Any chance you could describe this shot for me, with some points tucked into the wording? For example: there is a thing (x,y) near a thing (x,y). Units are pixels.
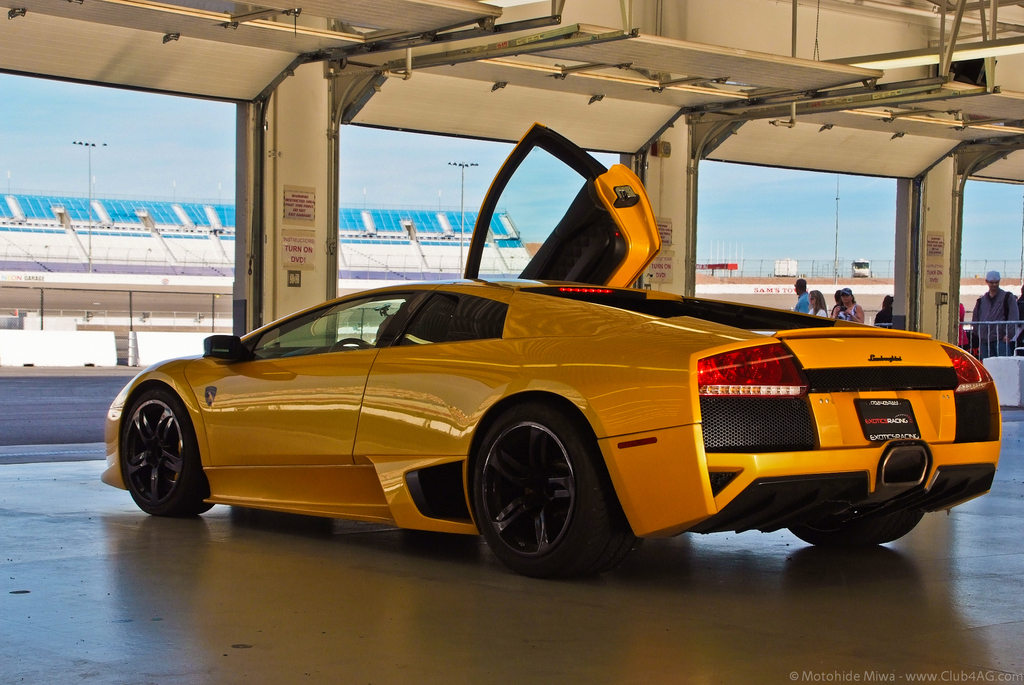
In this image a car (294,414) is on the floor (746,576). There are few pillars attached to the wall (832,32). Few persons (980,312) are behind the fence (964,341). Left side (46,229) there is a building (61,224). There are few street lights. Background (998,226) there is sky (967,226). Right bottom there is a text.
